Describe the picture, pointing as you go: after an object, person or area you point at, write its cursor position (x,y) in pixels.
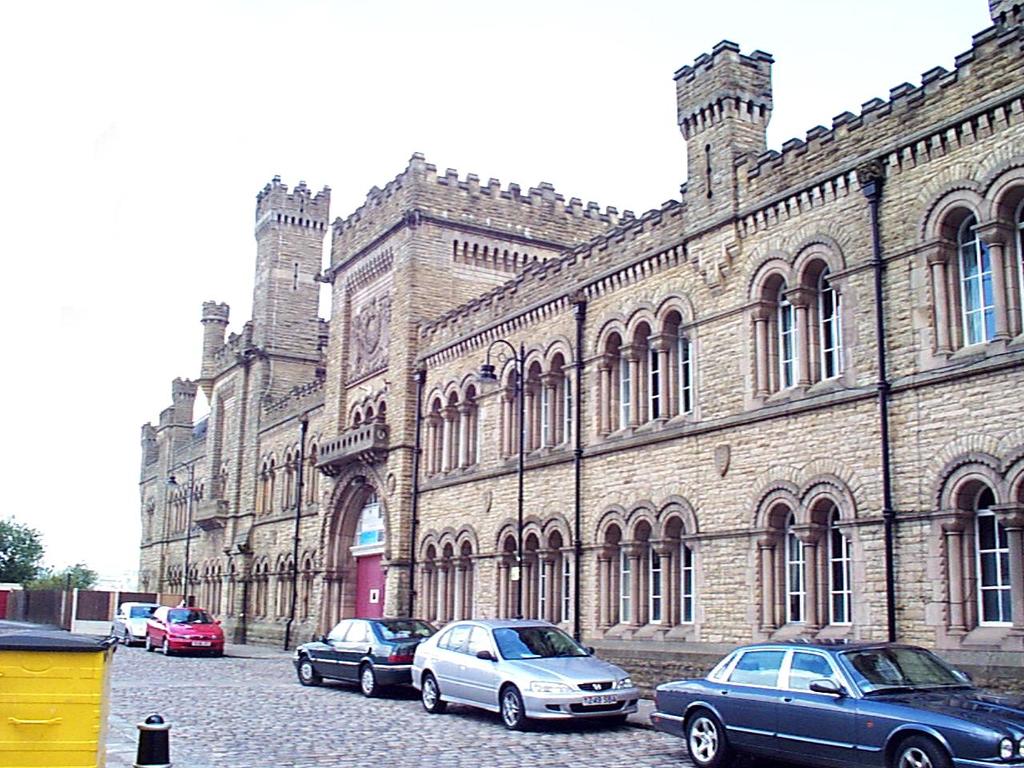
In this image there are cars (542,718) on the road (544,731). On the left side of the image (12,677) there are few objects (65,645). On the right side of the image (883,271) there is a building (564,339). In the background of the image (88,524) there are trees (24,570) and sky (122,282).
